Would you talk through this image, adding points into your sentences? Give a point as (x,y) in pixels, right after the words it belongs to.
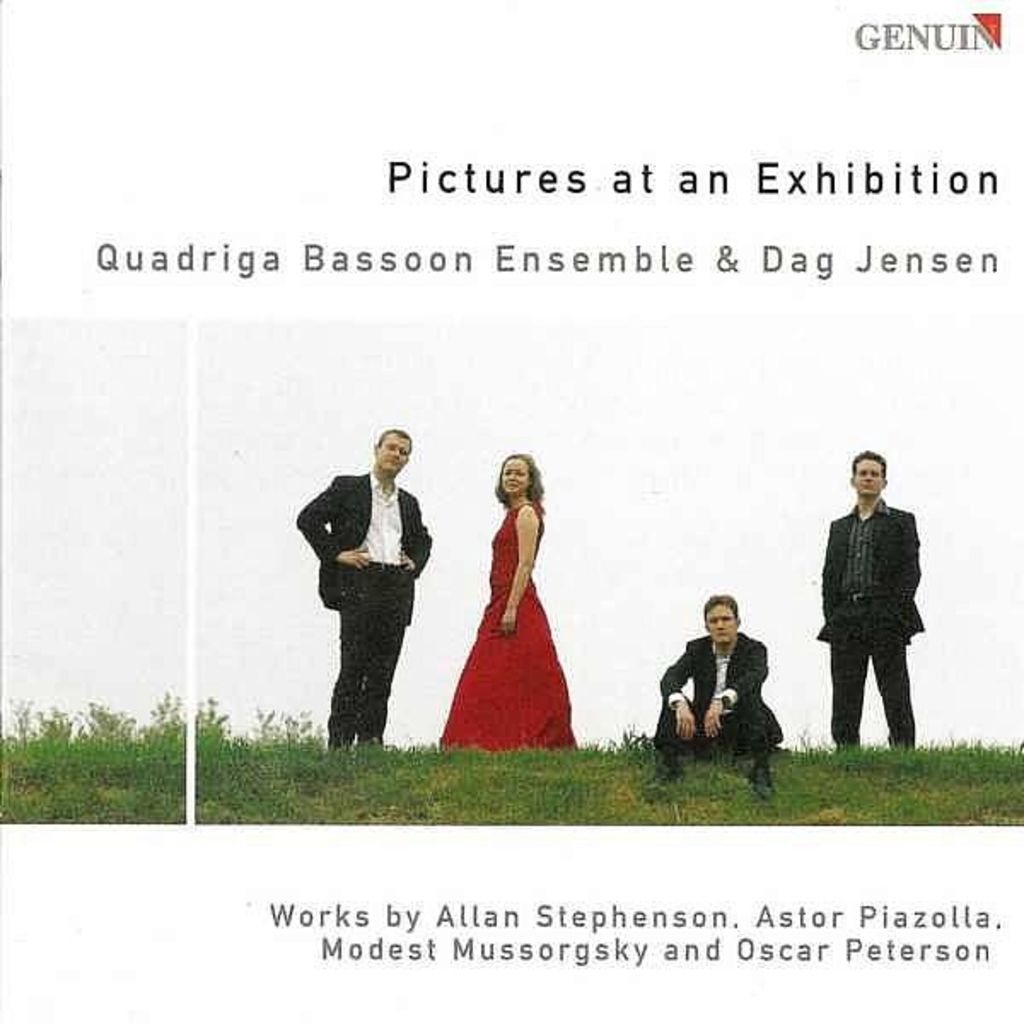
This might be a poster, in this image in the center (530,585) there are four people (513,616) three of them (502,538) are standing and one person (693,733) is sitting and there is a grass (653,777). And at the top (646,176) and bottom of the image (390,954) there is text (562,913).
